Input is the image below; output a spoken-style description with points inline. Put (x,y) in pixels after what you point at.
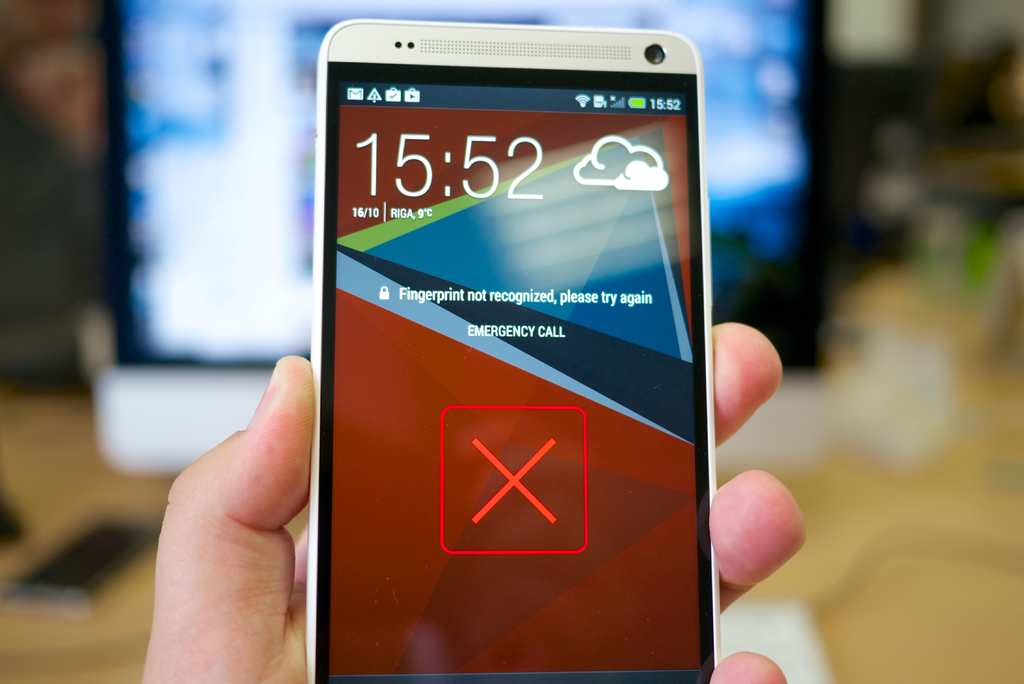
In this image I can see hand (287,512) of a person (203,654) holding a mobile (396,374). And the background (885,42) is blurry.
